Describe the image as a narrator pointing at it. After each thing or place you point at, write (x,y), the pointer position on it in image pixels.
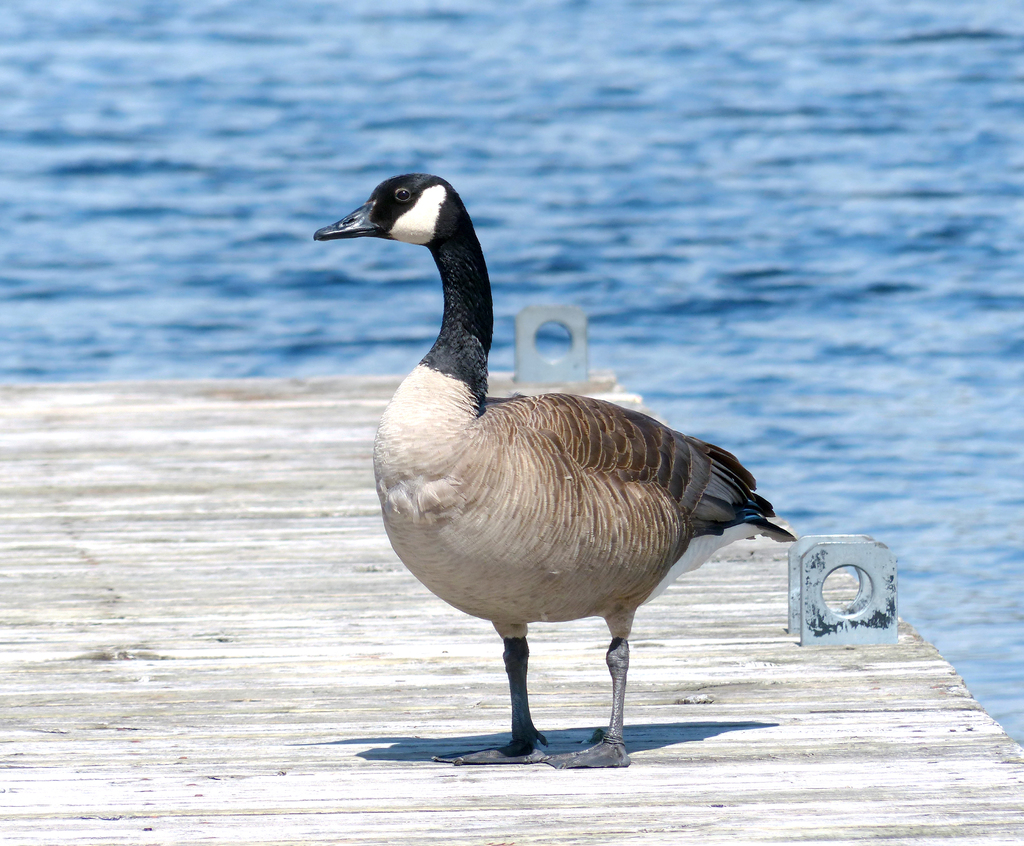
In this image I can see there is a goose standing on a wooden dock (347,641) and there is a sea (623,200) in the background (965,300).
